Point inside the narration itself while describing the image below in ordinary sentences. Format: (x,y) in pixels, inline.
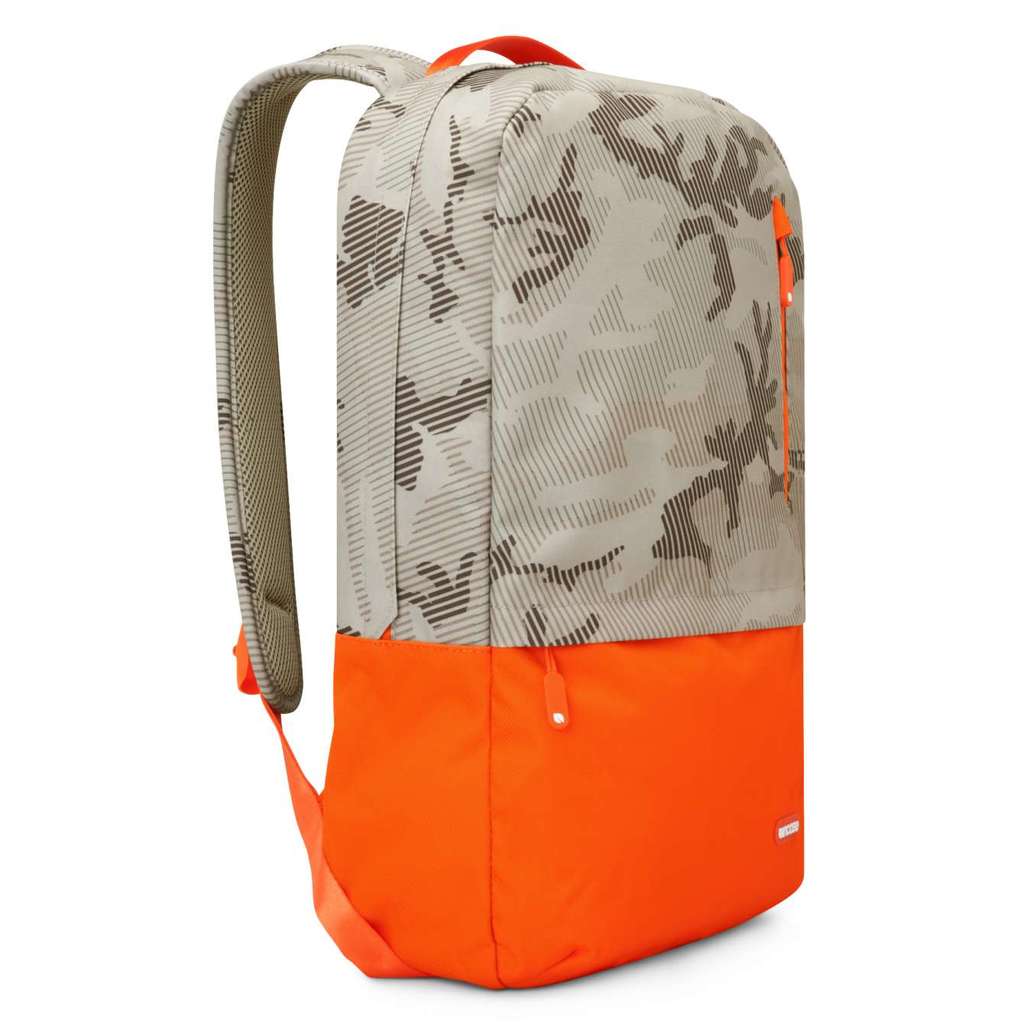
As we can see in the image there is a brown and orange color bag (538,480).
